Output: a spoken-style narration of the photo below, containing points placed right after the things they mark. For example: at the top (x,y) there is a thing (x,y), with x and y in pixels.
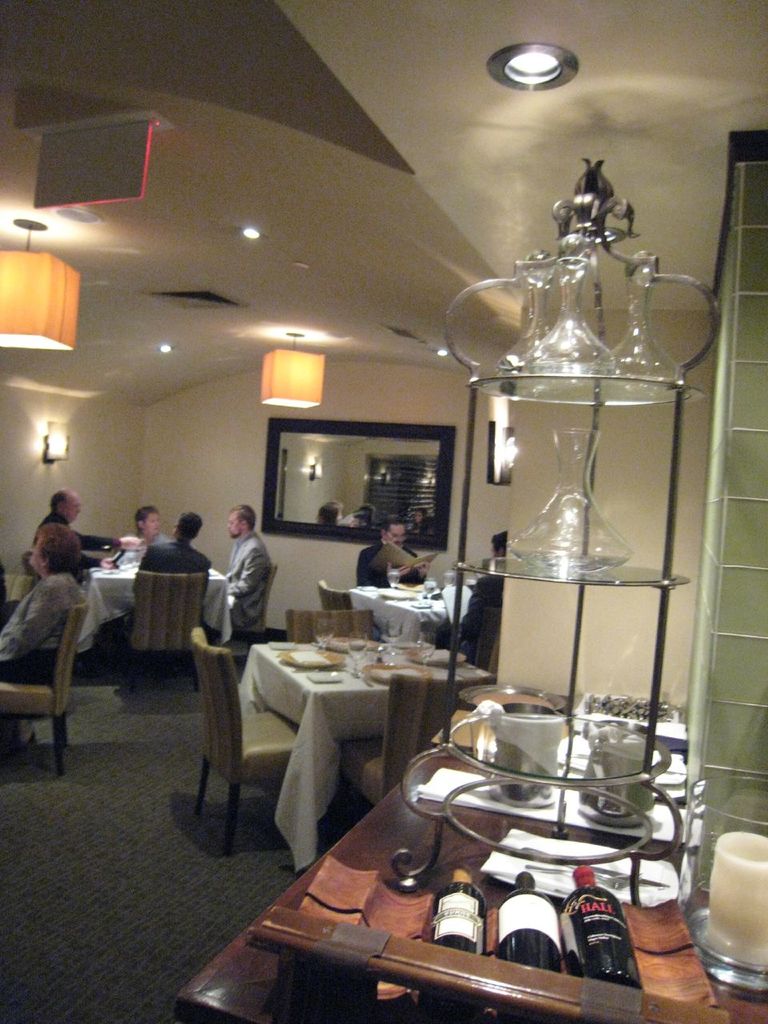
In this image there are a few people (173,571) sitting on their chairs (182,578), in front of them there are a few tables (111,576) with some plates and food items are arranged. On the right side of the image (579,997) there is a table (541,997) with some bottles (591,904), tissues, a stand (518,781) with glass objects (577,459) arranged and a few other objects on it. At the top of the image (263,243) there is a ceiling (206,212) with lights (20,305). In the background (429,435) there is a lamp (46,459) and a mirror (445,453) is hanging on the wall (541,458).
